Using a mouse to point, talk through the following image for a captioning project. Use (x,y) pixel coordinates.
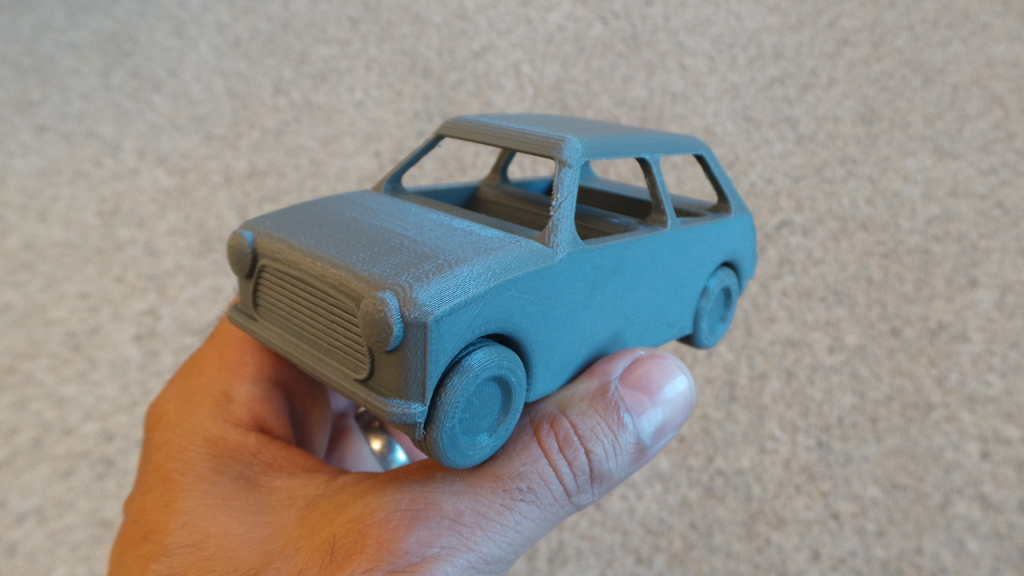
In this picture I can see a person's hand (241,451) who is holding a toy car (360,284) which is of blue in color.
